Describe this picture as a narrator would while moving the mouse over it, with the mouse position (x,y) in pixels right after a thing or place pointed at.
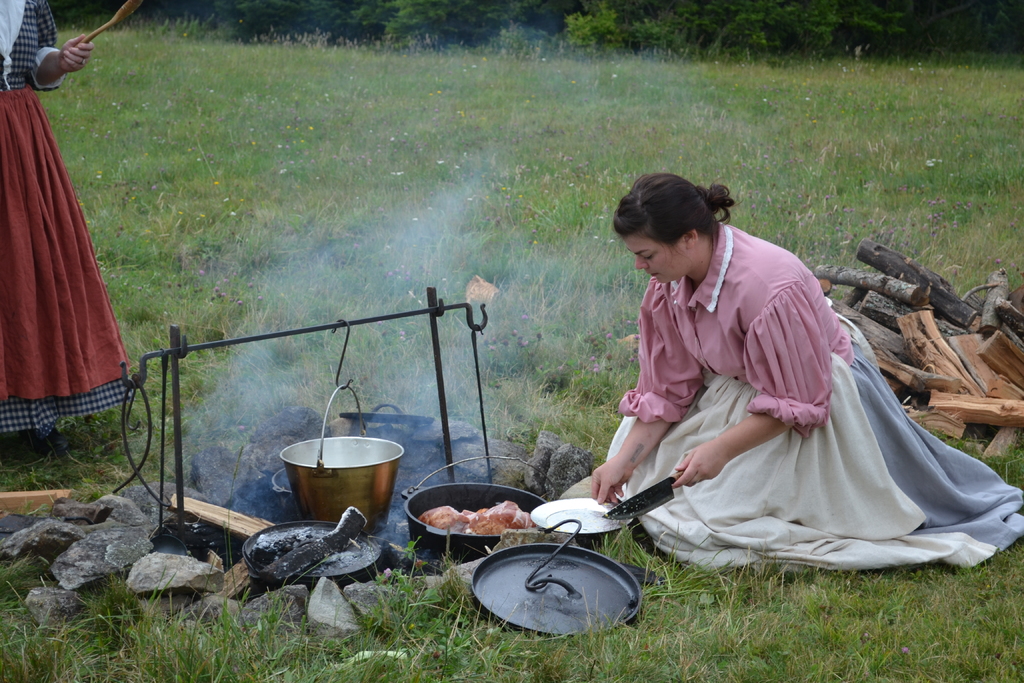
In this picture there is a woman (676,187) who is holding a knife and plate (570,515). She is cooking the meat (480,516). On the left (1,110) there is another woman (29,148) who is standing near to the stand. On the stand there is a bucket (308,441). At the bottom (511,594) I can see the plate (522,609) on the grass (491,660) near to the stones (152,558). On the right (925,382) I can see the woods (907,309). In the background (443,110) I can see the trees (864,26), plants (516,64) and grass (526,129). In the bowl (472,538) I can see the meat (440,520).
